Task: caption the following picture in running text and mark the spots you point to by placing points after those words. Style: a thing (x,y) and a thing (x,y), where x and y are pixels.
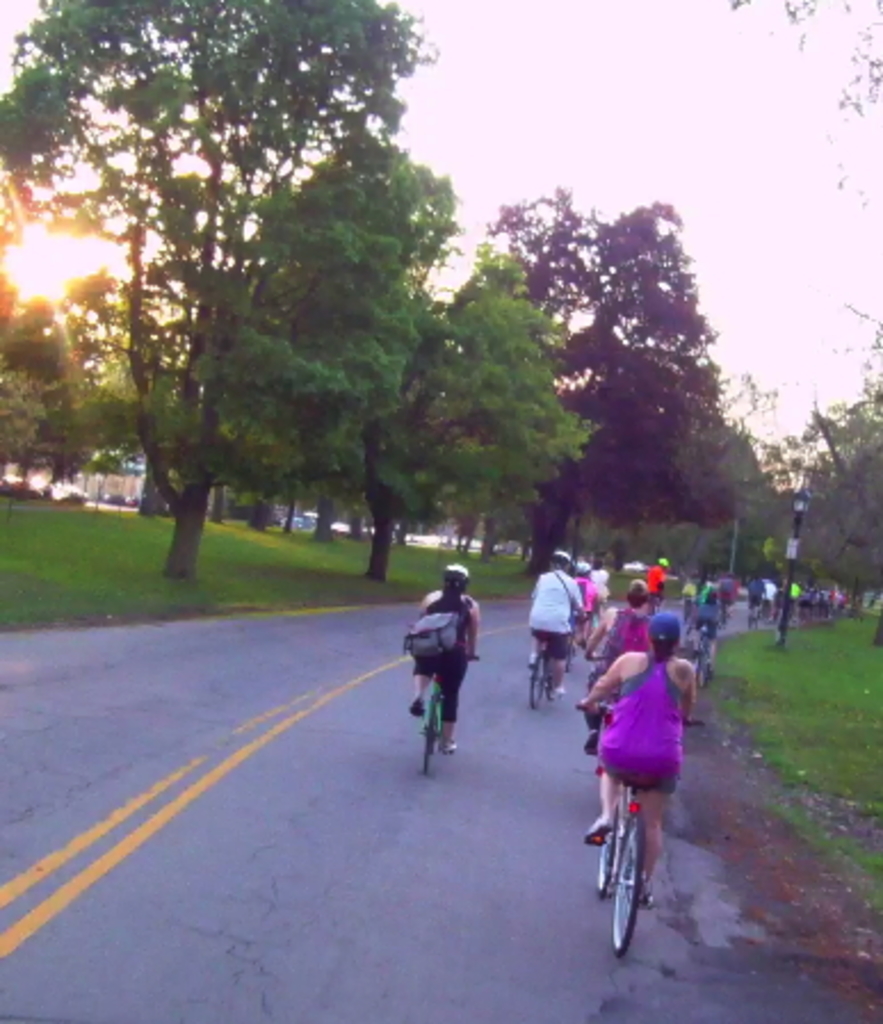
In this image we can see a few people (671,757) riding on bicycles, there is a person (477,615) wearing backpack (451,628), there is a light pole (796,521), trees (776,549), also we can see the sky (644,87), and the sun (99,242).
